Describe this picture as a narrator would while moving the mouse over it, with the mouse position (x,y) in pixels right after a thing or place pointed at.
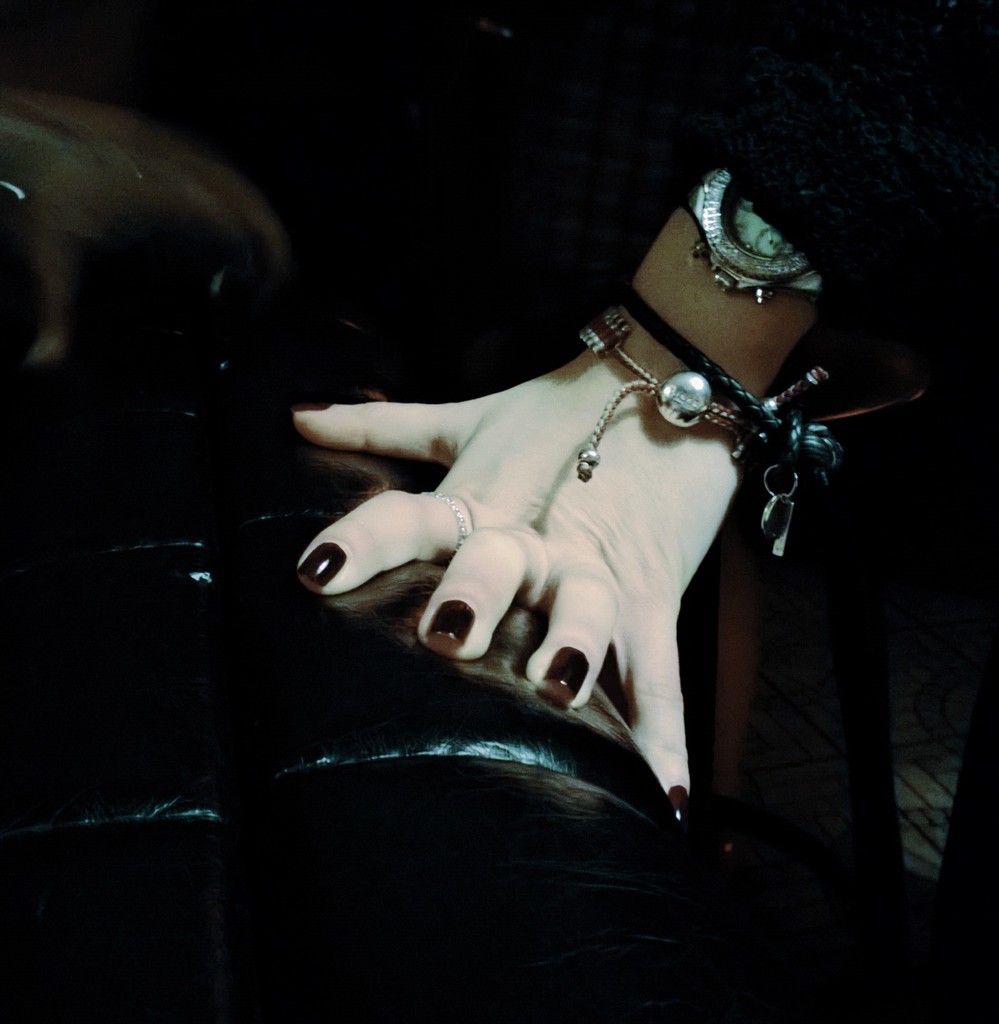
In this image I can see a person's hand (682,475) on the black colored object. I can see the person (522,511) is wearing black colored dress (776,81) and a watch (713,242).
